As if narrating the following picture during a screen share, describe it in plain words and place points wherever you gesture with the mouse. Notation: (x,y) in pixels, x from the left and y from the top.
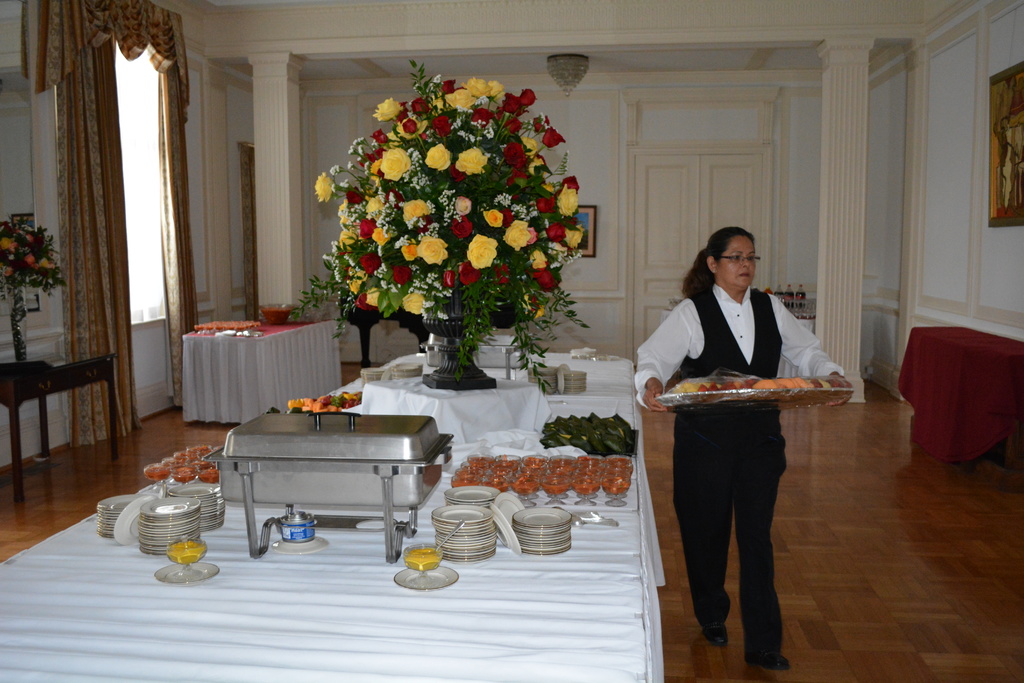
There is a woman (718,318) in white color shirt (671,335) holding a plate (751,405) and walking. Beside her, there are cups (534,477), plates (553,523), flowers (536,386) and other items (263,439) on the table (291,593) which is covered with white cloth (462,609). In the background (713,196), there is a photo frame (587,225) on the wall (618,220), door (640,213), light (577,71), pillar (852,157), table (270,355) which is covered with white cloth (227,348), window (124,158) and curtains (76,248). In the left hand side (19,228), there is a plant (18,242). On the right hand side (1015,129), there is a poster (1000,116) on the wall (973,279) and a table (941,352) which is covered with red color cloth (971,401).
